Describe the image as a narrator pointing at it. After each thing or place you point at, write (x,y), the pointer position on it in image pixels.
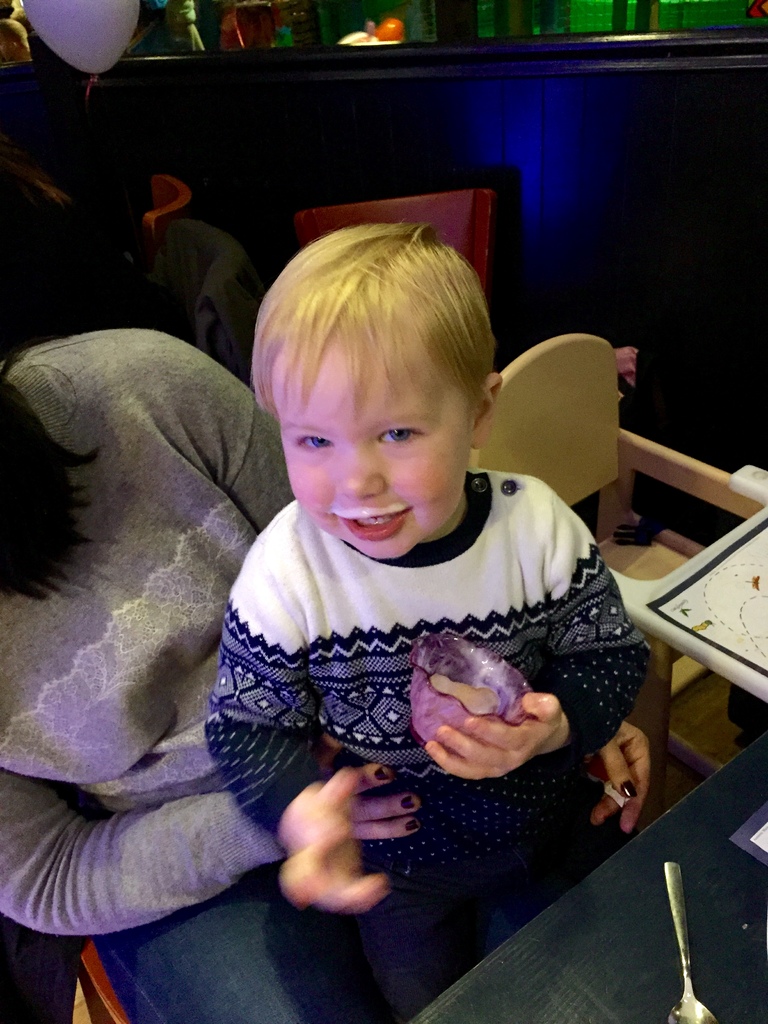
The image is inside the room (689,378). In the image there are two people (485,740) woman (147,549) and a kid (347,575) sitting on chair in front of a table (617,861), on table (662,860) we can see a paper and a card (748,844) in background (689,676) there are chairs (687,679).
